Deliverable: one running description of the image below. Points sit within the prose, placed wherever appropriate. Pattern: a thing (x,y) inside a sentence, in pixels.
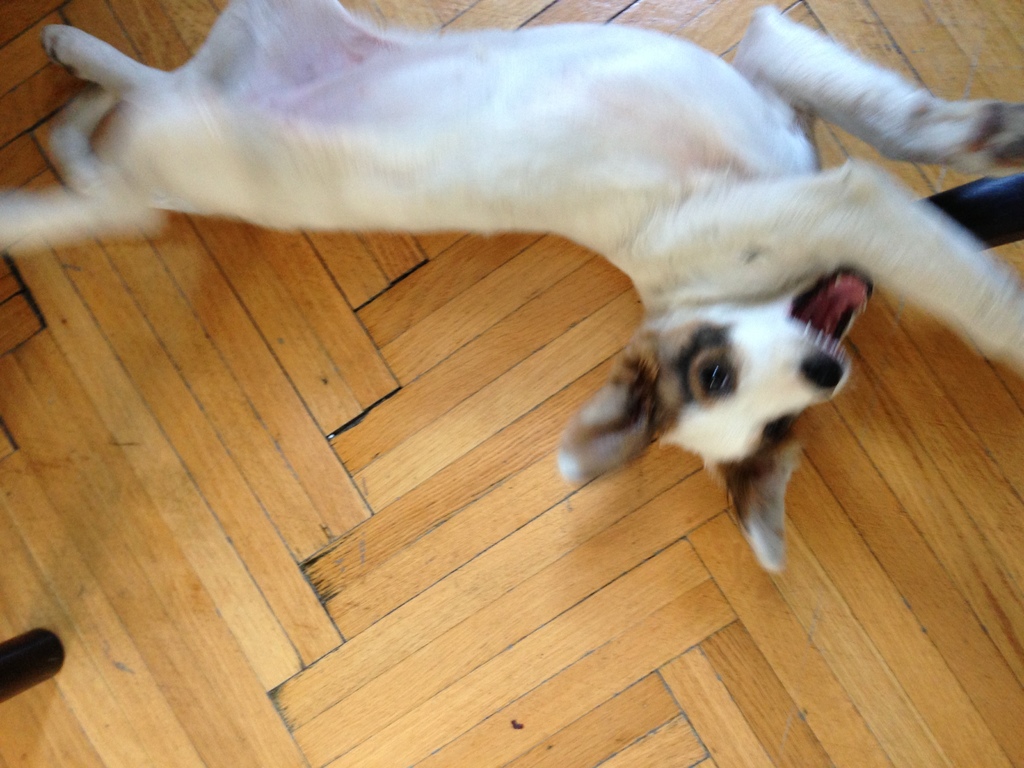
In this image I can see the cream colored surface (373,569) which is made up of wood (419,541) and on it I can see a dog (499,156) which is white, brown and black in color. I can see few other black colored objects (1009,239).
